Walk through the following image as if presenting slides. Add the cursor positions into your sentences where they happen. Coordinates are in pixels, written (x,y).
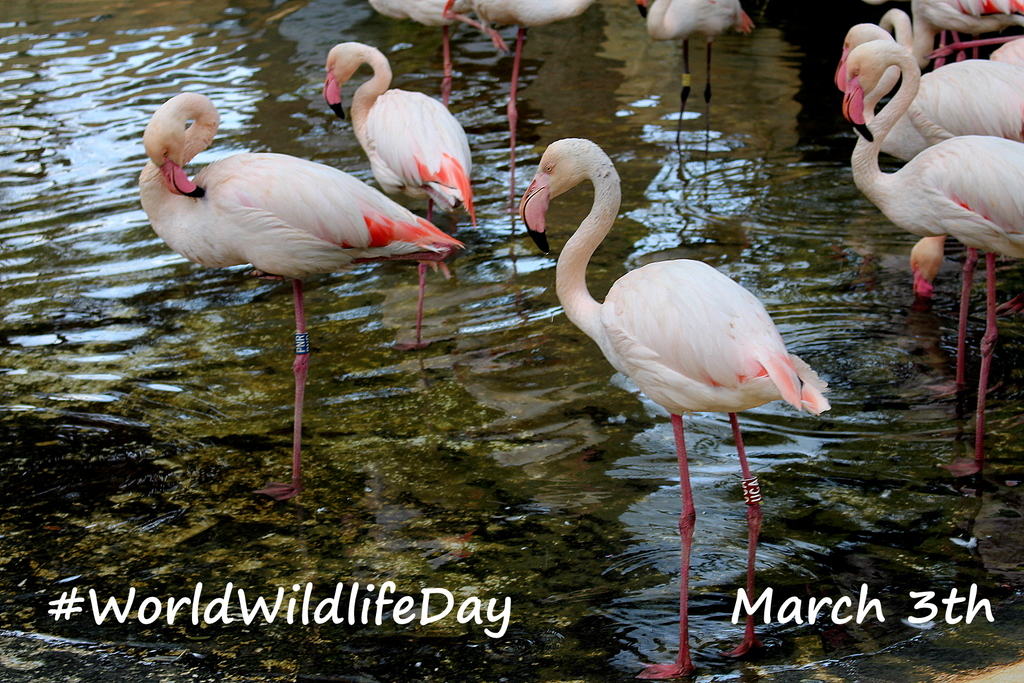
In this picture we can see some flamingo birds (859,90) standing here, at the bottom (576,483) there is water (571,484), we can see some text (949,609) here.
